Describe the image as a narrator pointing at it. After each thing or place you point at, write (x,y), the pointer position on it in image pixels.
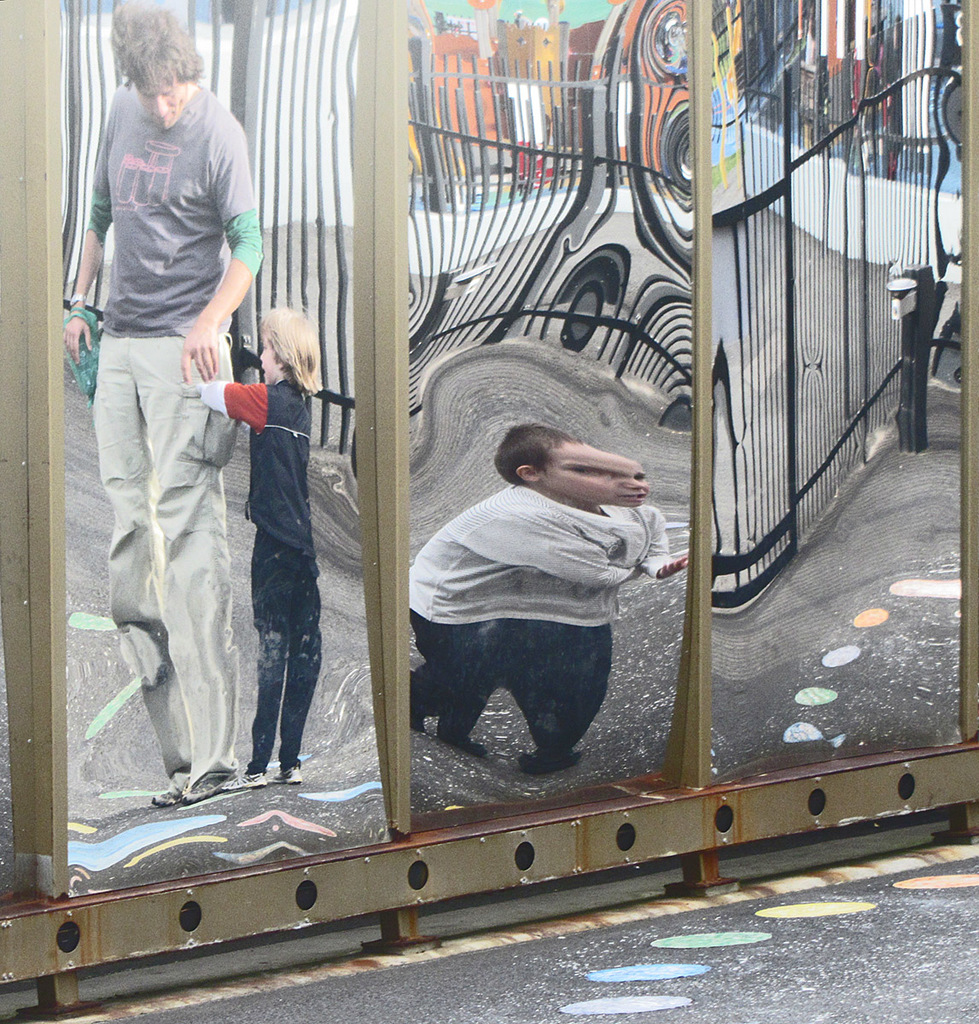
There is a mirror (591,749) and the images of three people (122,471) and a fencing (521,292) is being reflected on the mirror (620,588).
